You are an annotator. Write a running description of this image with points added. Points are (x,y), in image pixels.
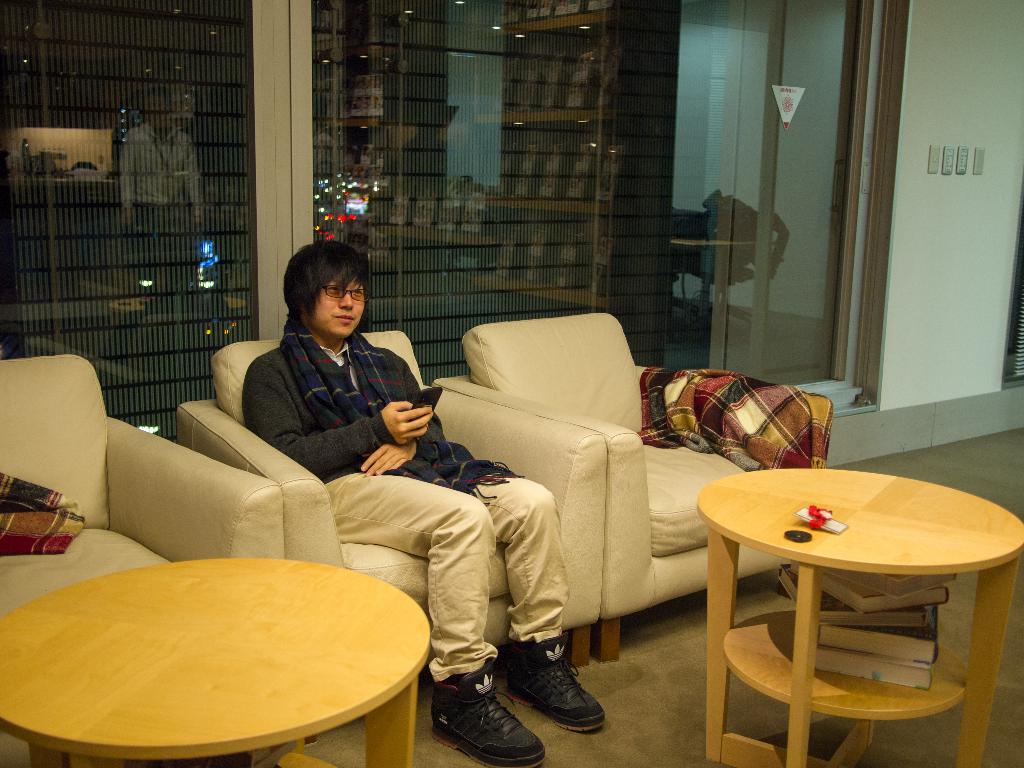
Here a man (474,668) is sitting on the sofa (492,634) and holding a mobile phone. He is wearing a shoes (578,697), trouser (455,565) and sweater (307,421) it's a table (745,664) and there are books (858,660) in that behind this man (319,418) there is a glass wall (506,265) inside this glass wall (207,150) there is another person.
